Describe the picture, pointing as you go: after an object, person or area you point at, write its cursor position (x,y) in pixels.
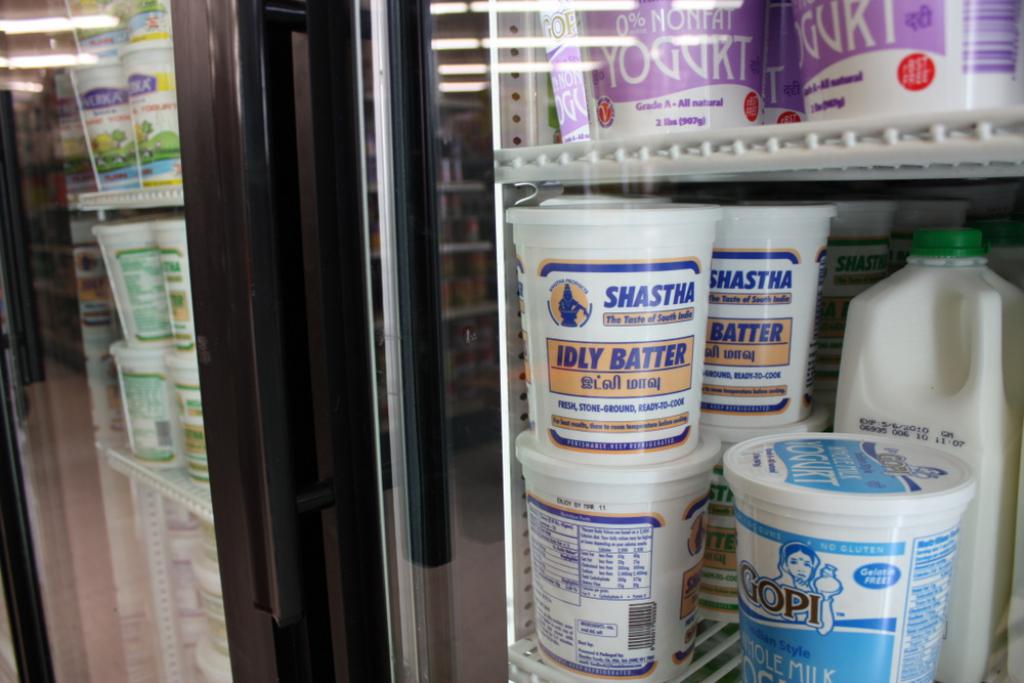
In this image, we can see glass doors (435,591). Through the glass doors (74,496), we can see few containers (729,375), cans (989,302) are placed on a rack (161,609). On the glass (462,365), we can see some reflections (468,326). Few objects (460,142), items (82,120), lights (457,43) we can see here.
